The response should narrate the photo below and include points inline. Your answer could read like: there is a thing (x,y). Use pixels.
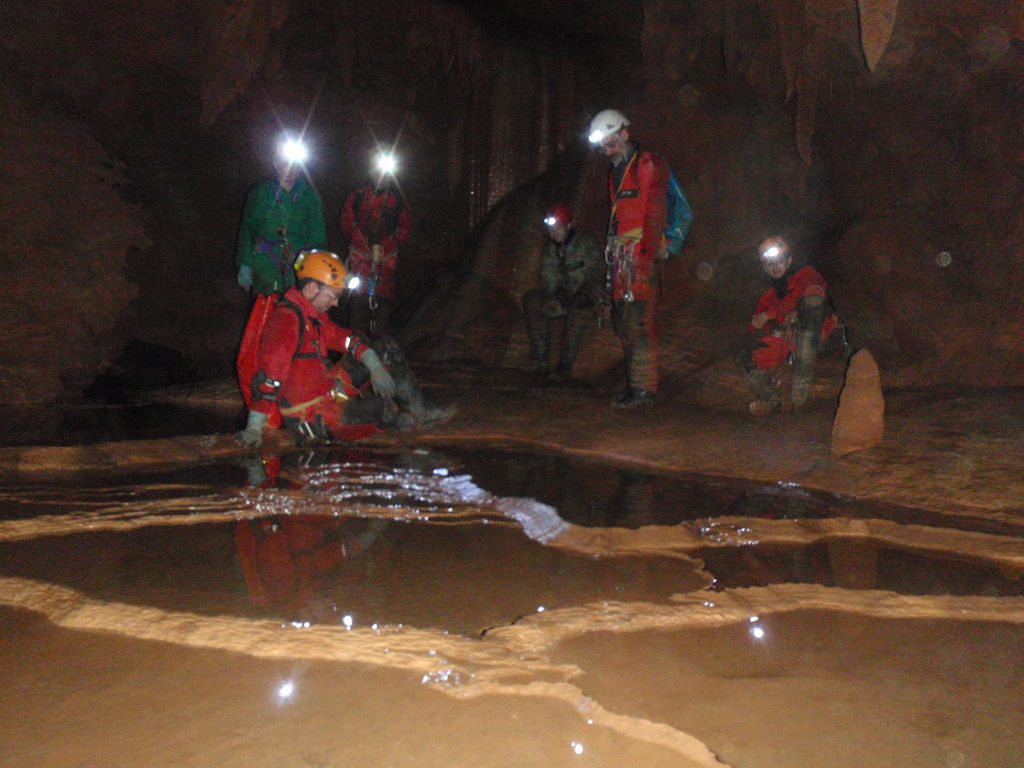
In this image, we can see people (319,227) sitting and standing and wearing safety helmets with headlamps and at the bottom (460,699), there is water (717,665). In the background (379,62), there are rocks (808,123).
